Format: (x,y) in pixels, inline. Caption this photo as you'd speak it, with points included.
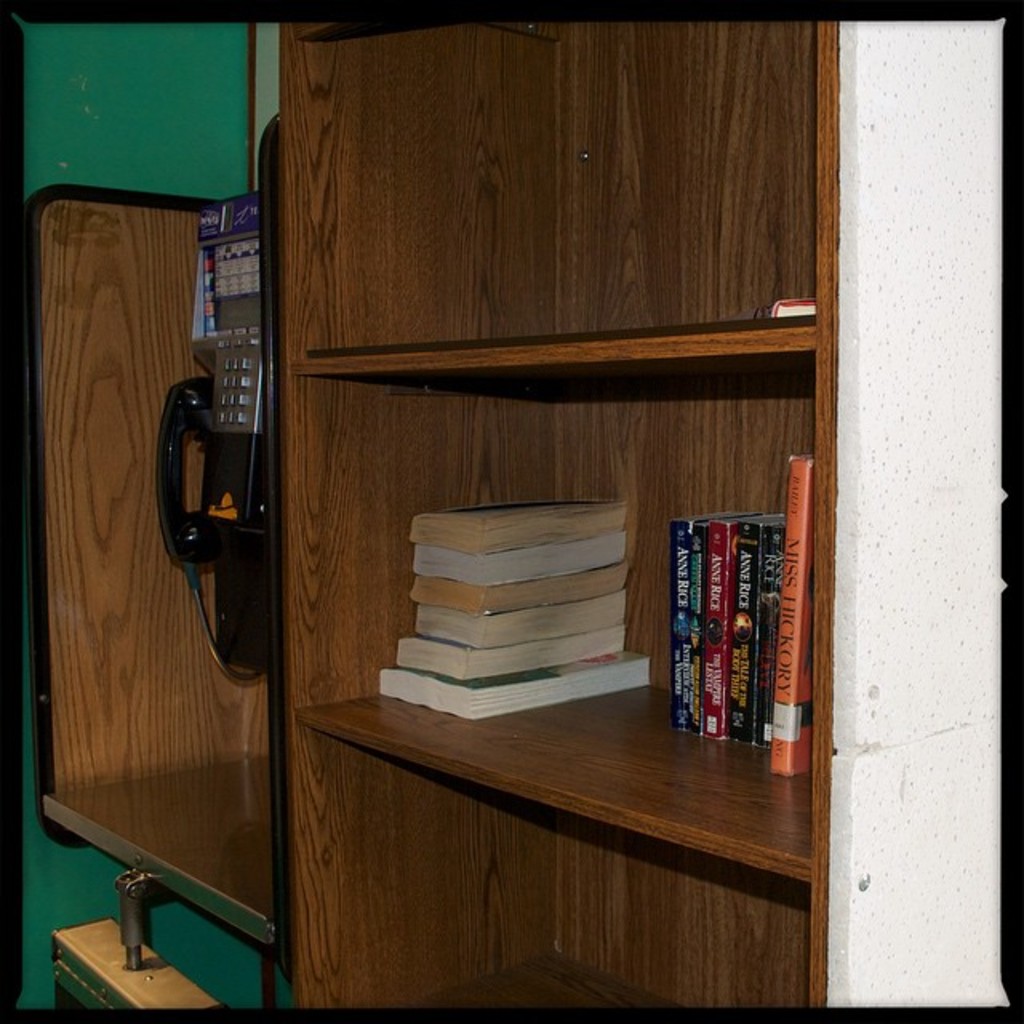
In this image we can see a wooden cupboard (289,735). There are many books (536,600) in the cupboard (321,810). Also there is a telephone (182,427) next to the cupboard (335,782).
